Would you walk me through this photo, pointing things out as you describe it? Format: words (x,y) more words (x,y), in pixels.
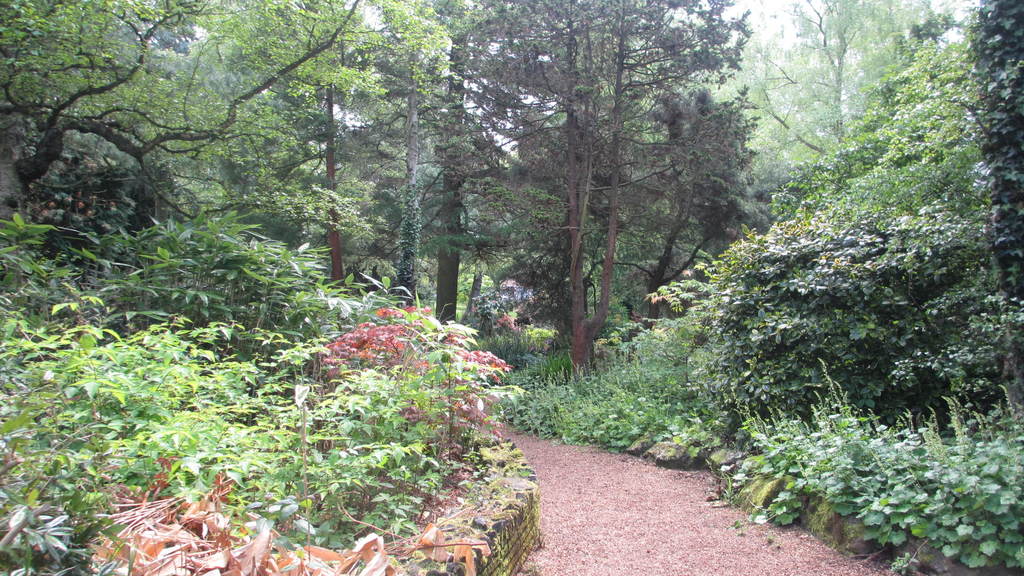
In this picture there is a way (545,474) at the bottom side of the image (586,454) and there is greenery (505,226) around the area of the image.
